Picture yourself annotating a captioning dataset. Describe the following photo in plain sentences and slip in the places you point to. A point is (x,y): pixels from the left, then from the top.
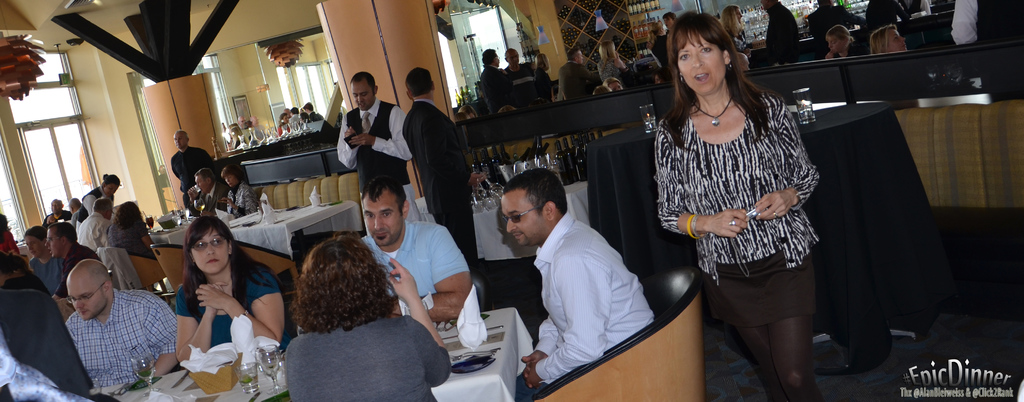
In this picture we can see a group of people (448,117) and some are sitting on chairs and some are standing on the floor (744,370), tables (499,368) with glasses (146,375), bottles (565,166), spoons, tissue papers (233,349) on it and in the background (398,79) we can see pillars (386,65), windows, frame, bottles (634,30) in racks (646,15) and some objects (258,88).
